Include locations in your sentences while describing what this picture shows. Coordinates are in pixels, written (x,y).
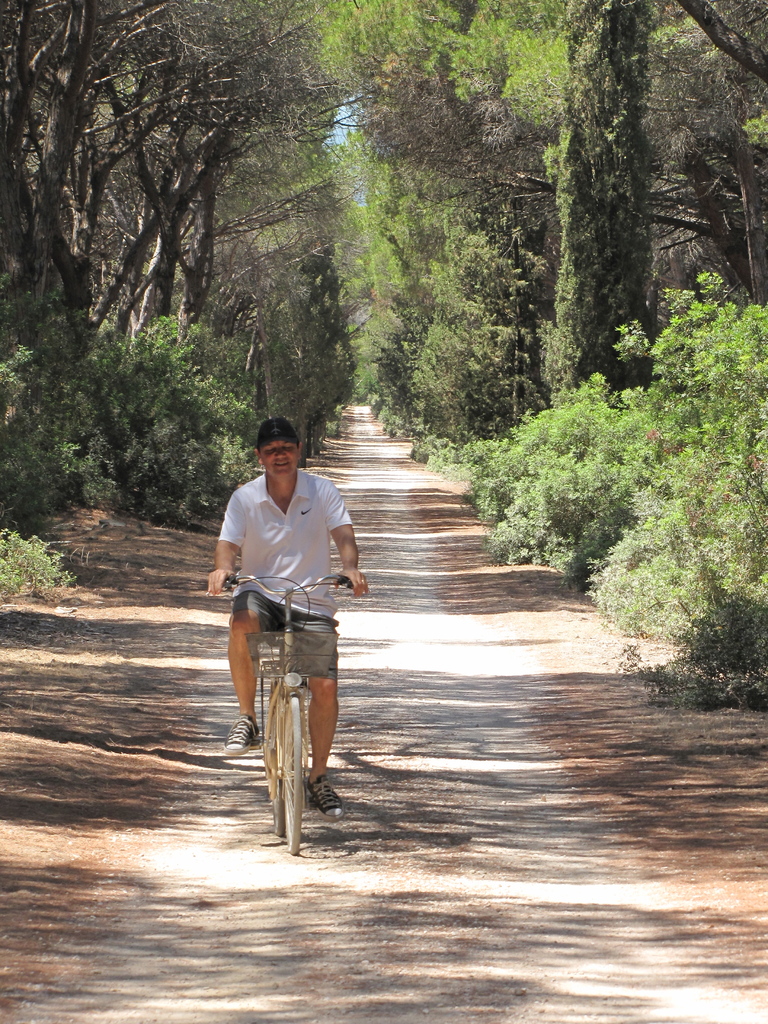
In this image in the center (293,601) there is a man (270,612) riding a bicycle (286,613) and smiling. In the background (636,435) there are trees (441,360).
